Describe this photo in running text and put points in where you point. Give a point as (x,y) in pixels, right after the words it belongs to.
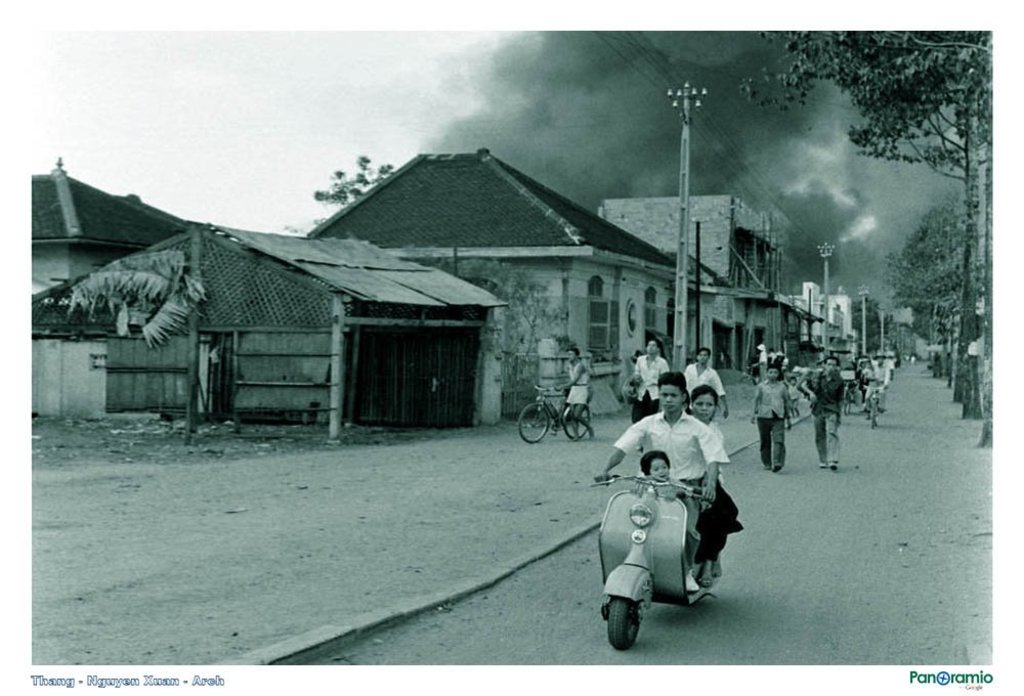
As we can see in the image there are houses (673,206), current poles (685,243), trees (977,322), bicycles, motorcycle (682,574), few people (718,491) here and there, sky (387,81) and clouds (693,86).
